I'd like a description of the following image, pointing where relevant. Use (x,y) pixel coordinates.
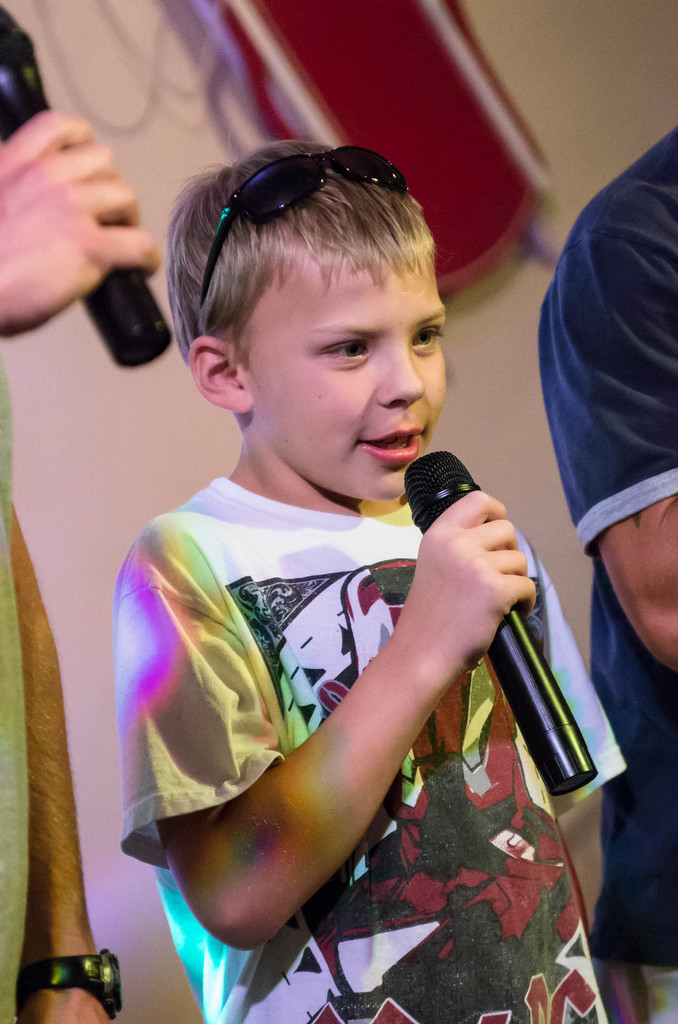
In the image we can see there is a kid (358,664) who is standing and holding mic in his hand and beside him there are other people (569,457) standing.
